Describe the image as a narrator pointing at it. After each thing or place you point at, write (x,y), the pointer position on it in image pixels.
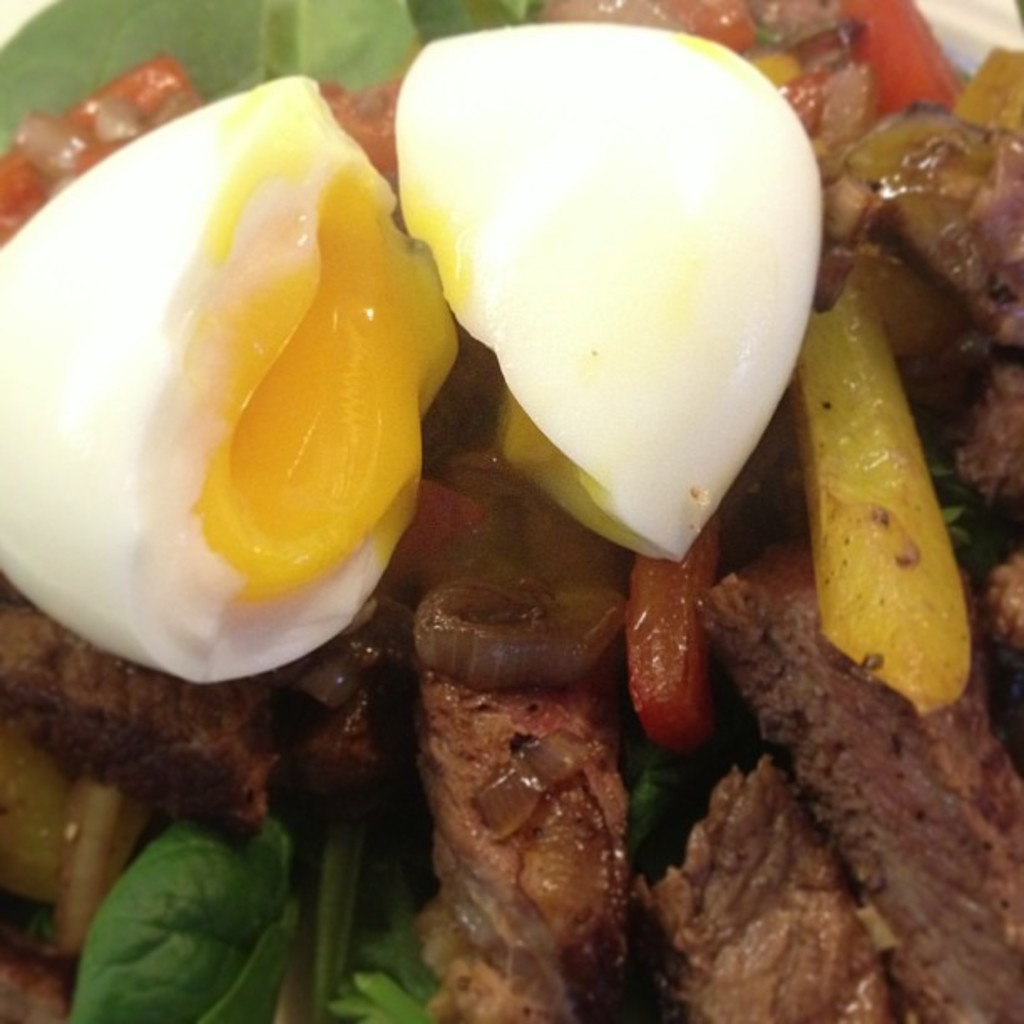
Here in this picture we can see a boiled egg (348,220) and other meat item (234,754) present in a bowl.
